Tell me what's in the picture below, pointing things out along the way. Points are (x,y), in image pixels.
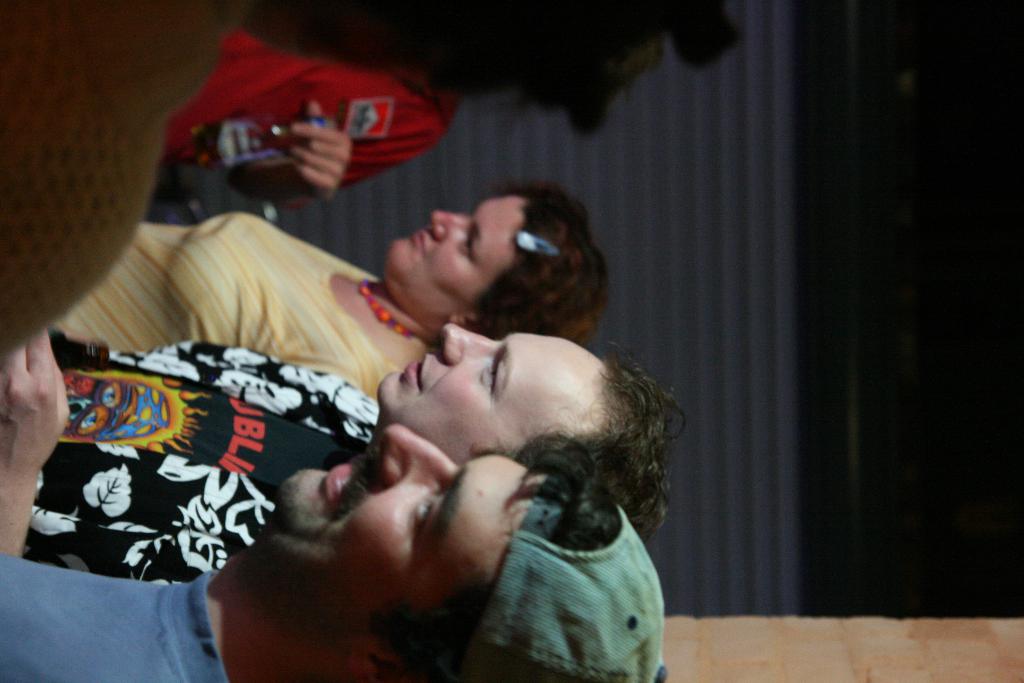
In front of the image there are people (266,378) standing. Behind them there is a shutter (676,557).
